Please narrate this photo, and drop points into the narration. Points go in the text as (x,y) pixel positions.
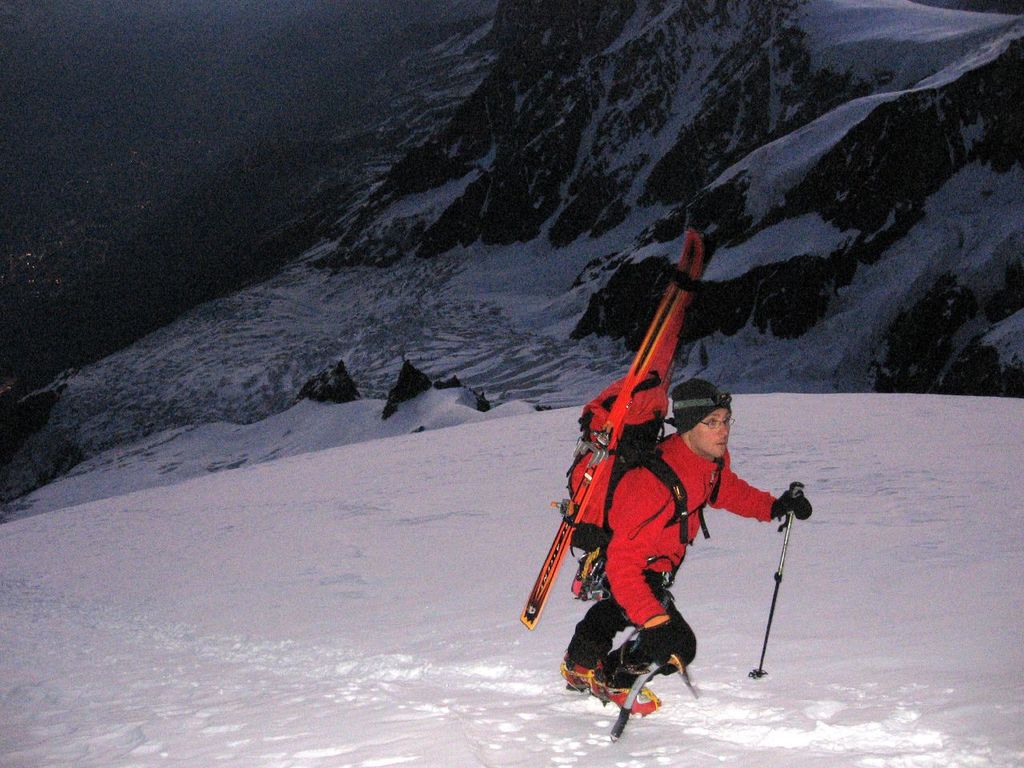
The picture is taken on the mountain (536,635) where snow (953,630) is covered and one man (636,623) is wearing red shirt (657,609), black pant (588,641) and shoes (648,714), holding sticks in his hands (668,653) and carrying backpack (648,433) and skis (582,482) on his shoulder (623,482).
